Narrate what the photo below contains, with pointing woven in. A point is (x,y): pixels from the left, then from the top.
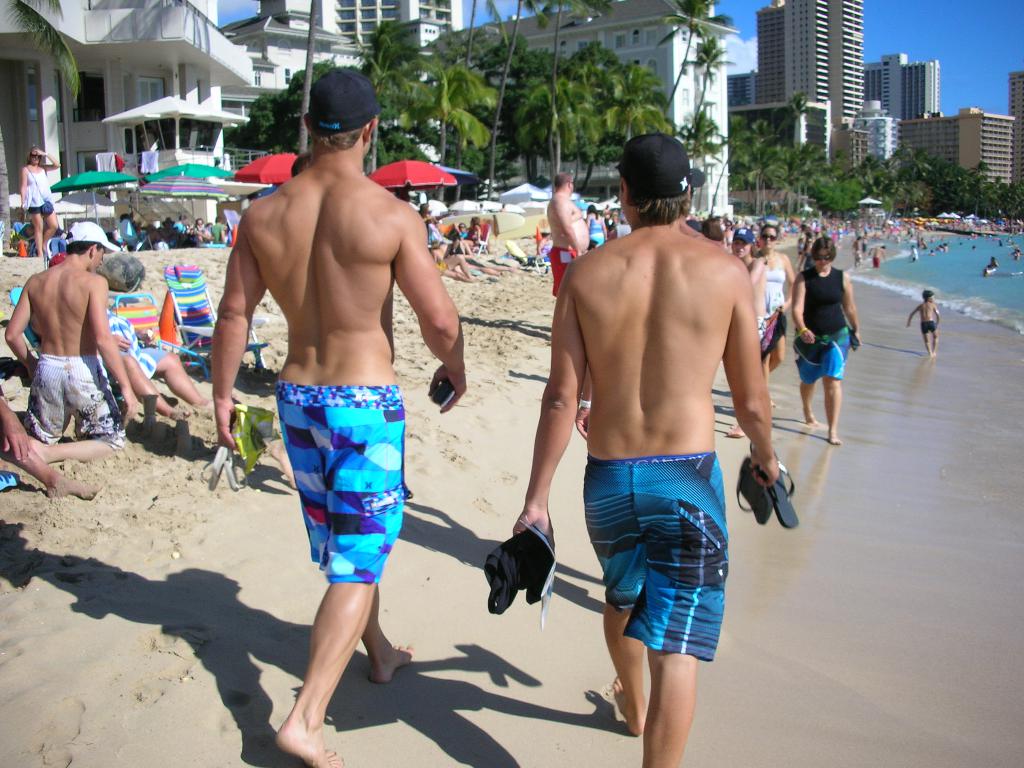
In this image there are group of persons (44,376) walking, sitting and standing. In the background (555,104) there are buildings (224,121), trees (700,119) and there is water (964,275) and there are persons (987,261) in the water (994,247). In the front (355,426) there are persons (336,394) walking and holding footwear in their hands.
